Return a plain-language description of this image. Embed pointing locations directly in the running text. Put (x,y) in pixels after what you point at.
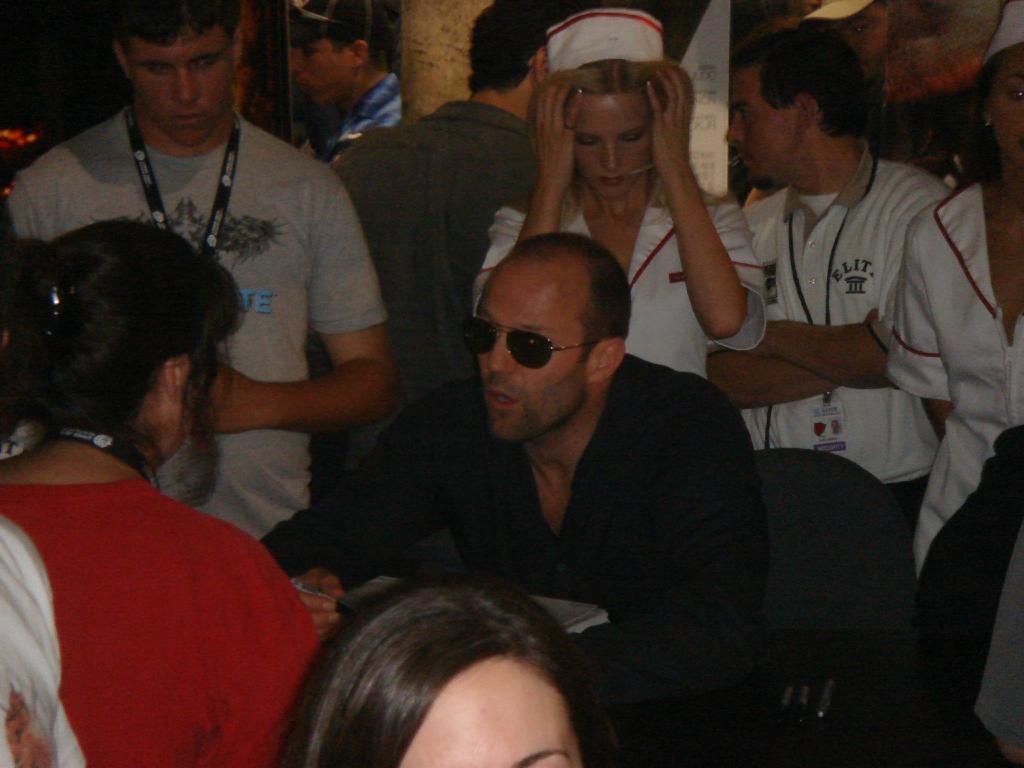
Here in this picture, in the middle (493,381) we can see a man (588,509) sitting on a chair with table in front of him and we can see he is wearing goggles (535,358) and holding a pen (306,592) in his hand (307,581) and around him we can see number of people (394,373) standing and some of them are wearing ID cards (209,241) with them.
